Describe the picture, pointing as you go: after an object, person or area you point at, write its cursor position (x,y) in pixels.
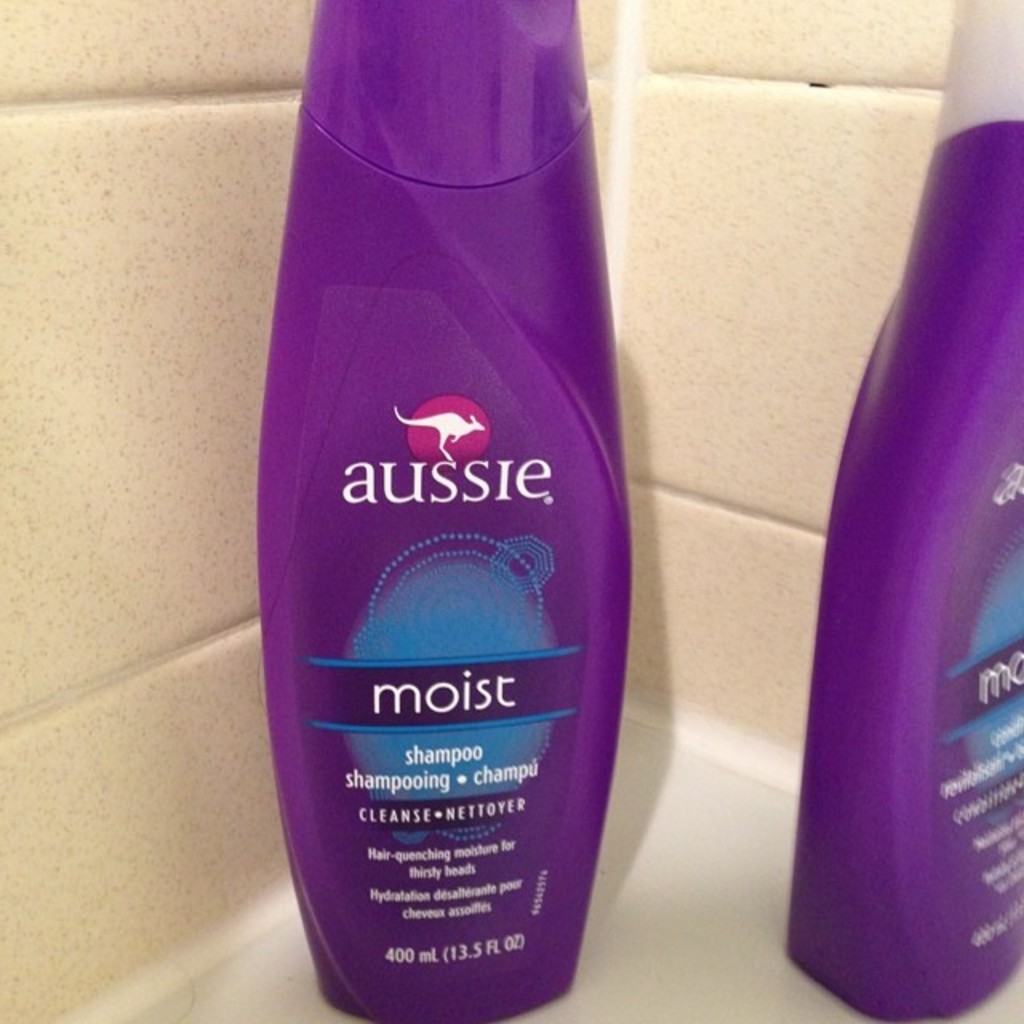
In the image there are two bottles (879,607) and the first bottle (490,778) is a shampoo bottle (437,828). Behind the bottles (475,203) there are tiles (680,211).
